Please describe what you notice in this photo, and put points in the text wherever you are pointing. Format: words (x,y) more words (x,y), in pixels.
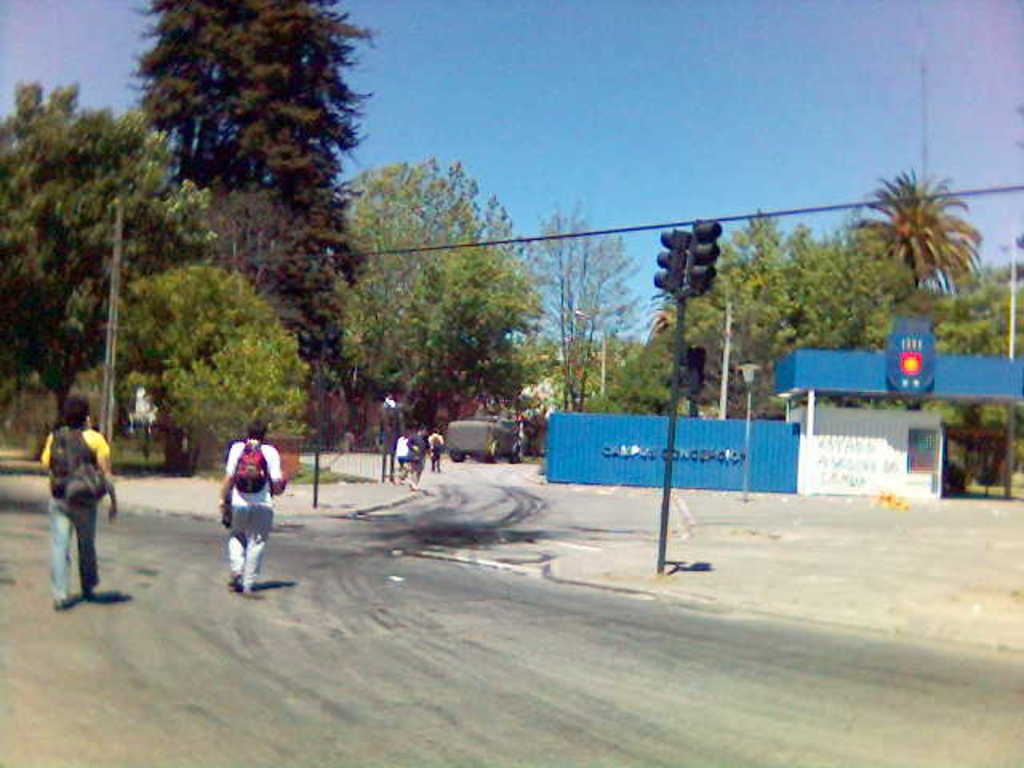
In this image we can see few people (80,523) walking on the road (460,621) and there is a vehicle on the road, there is a shed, few trees (658,388), traffic signal (684,244), a pole (116,290) with wire (828,208) and sky (735,84) in the background (766,90).
